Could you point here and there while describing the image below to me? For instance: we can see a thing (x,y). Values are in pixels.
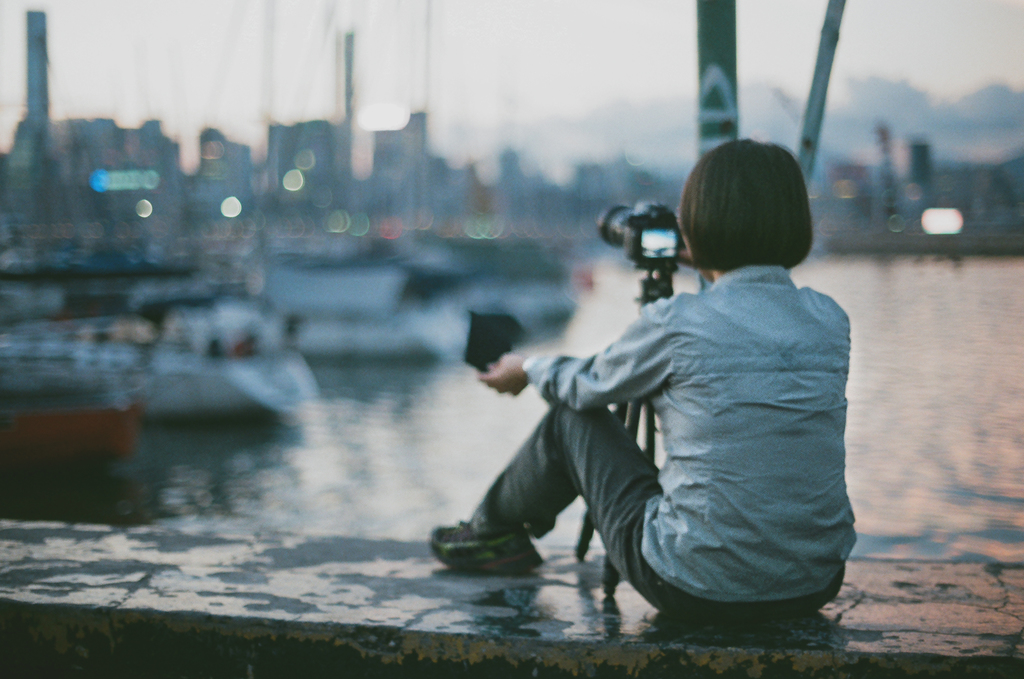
In this image we can see a person (667,464) sitting on a wall (234,595). In front of the person (648,317) there is a camera (626,228) with a stand (648,408). In the background (335,258) it is blur. And we can see boats (372,283) on the water (343,350) and there is sky (586,7).
